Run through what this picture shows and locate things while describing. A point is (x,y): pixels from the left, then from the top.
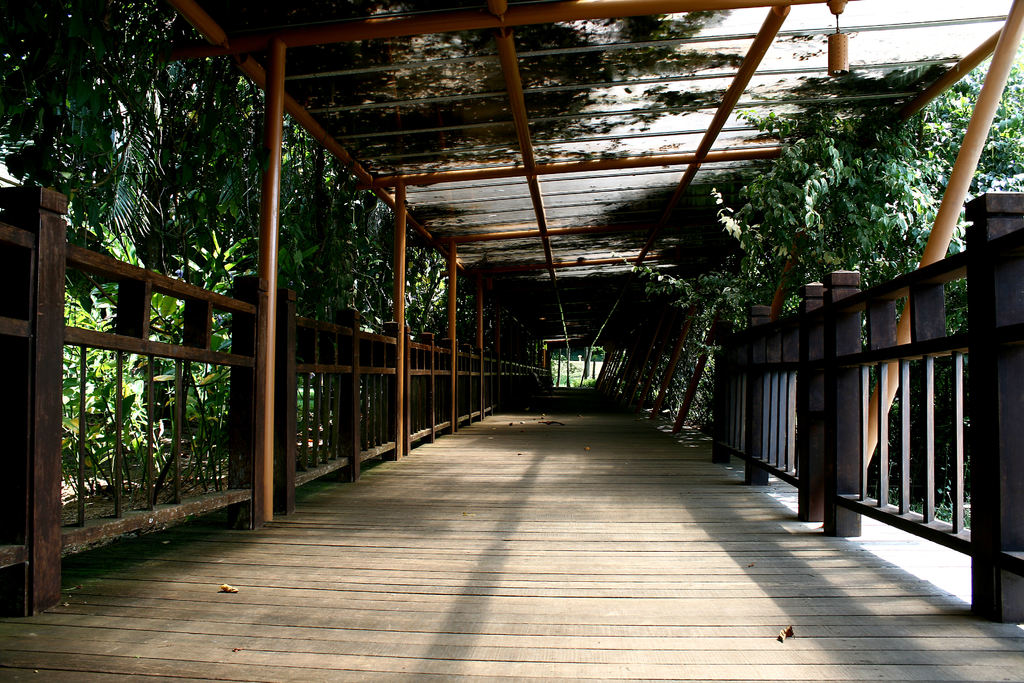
In this image we can see a fencing (215,496), poles (650,355), trees (105,407). At the bottom (629,619), there is a wooden floor (535,581). Top of the image (716,210), we can see a roof (501,157) with rods (757,71).
